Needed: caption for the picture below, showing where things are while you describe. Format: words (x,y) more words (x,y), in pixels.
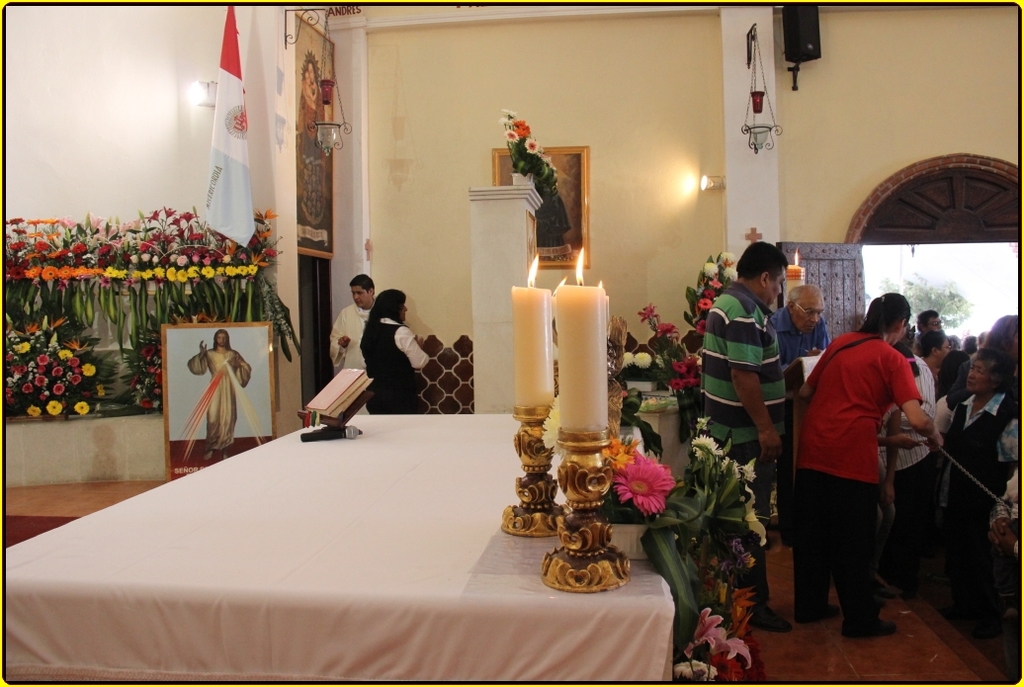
This is an edited picture. I can see group of people (714,428). There are candles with the candles stands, flower bouquets (732,644), mike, book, flag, frames (531,244) attached to the walls (746,20). I can see a speaker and some other objects (518,234), and in the background (425,206) there are walls (925,32).
